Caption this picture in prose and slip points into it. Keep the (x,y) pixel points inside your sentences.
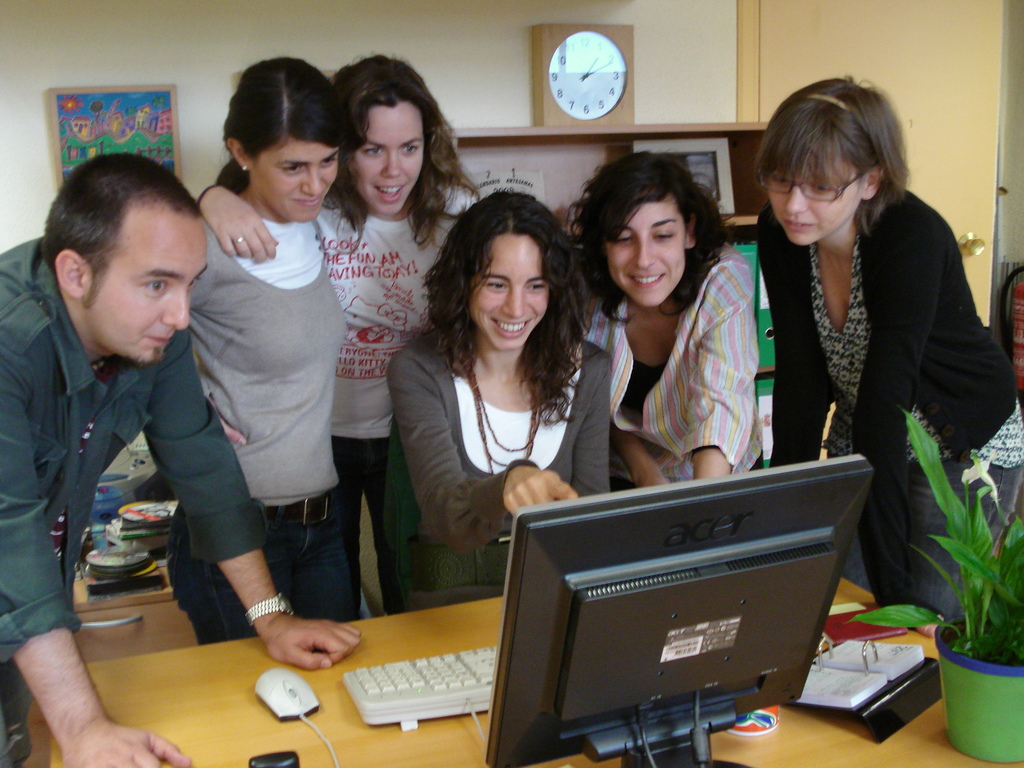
In the center of the image (425,370) we can see a lady (529,437) sitting. At the bottom (254,714) there is a table (434,740) and we can see a computer (608,726), keyboard (442,717), mouse (310,724), file (888,699), houseplant (883,614) and an object (853,625) placed on the table (464,724). In the background (257,346) there are people (156,260) standing. On the left (120,516) there are things (121,531) placed on the stand (115,607). There is a shelf (590,169) and we can see a clock (548,115) and a frame (112,125) placed on the wall (635,32).
